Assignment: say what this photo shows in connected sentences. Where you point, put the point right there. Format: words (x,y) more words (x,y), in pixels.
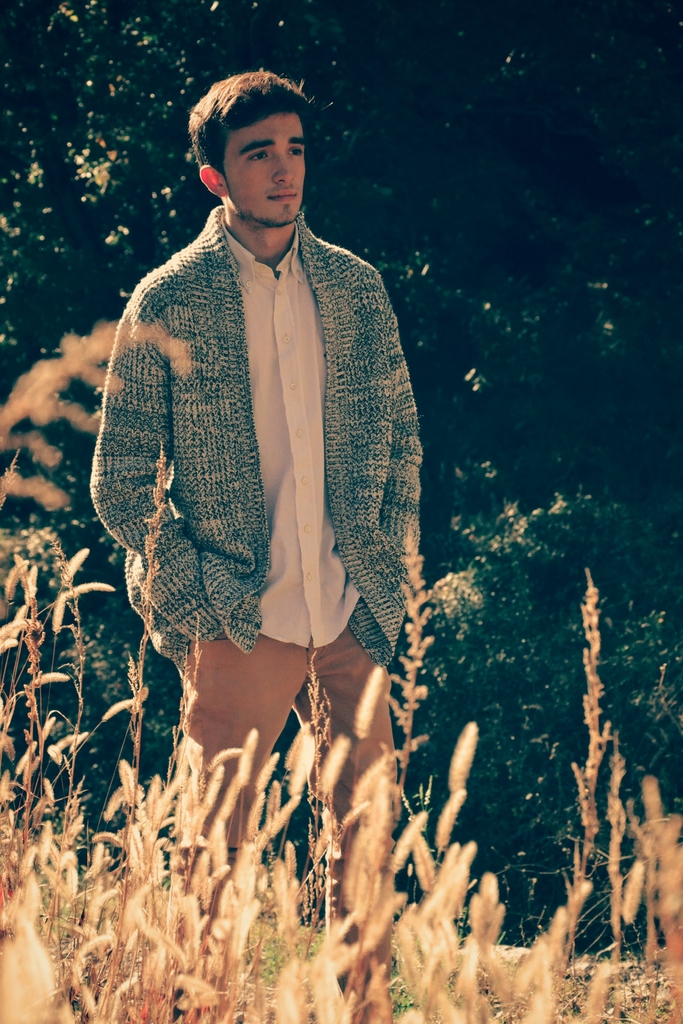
In the center of the image (270,383) there is a person (201,528) standing on the grass (166,881). In the background (571,534) there are trees (516,235). At the bottom (285,825) we can see plants (260,895).
